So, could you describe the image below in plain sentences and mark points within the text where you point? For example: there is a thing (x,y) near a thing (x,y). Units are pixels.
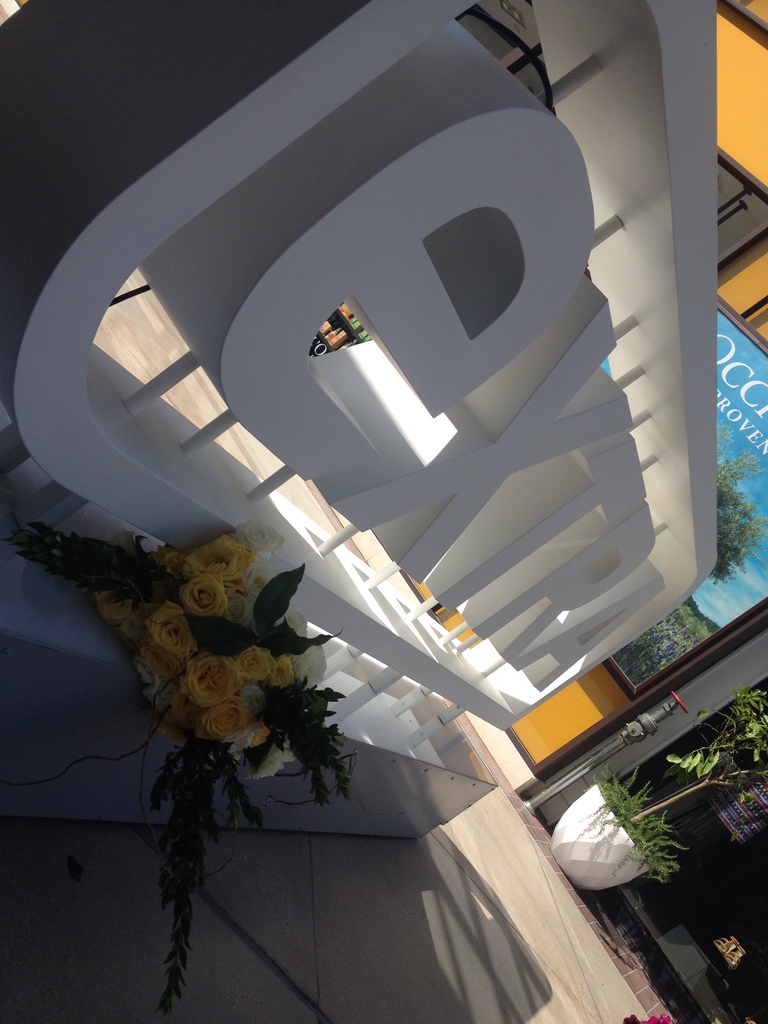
In this picture there is an object (534,505) which has extra written in it and there is a bouquet (235,656) which has few yellow and white color flowers (227,667) are placed below it and there is a plant pot (610,826) in the right corner (667,826) and there are some other objects (748,345) beside it.
